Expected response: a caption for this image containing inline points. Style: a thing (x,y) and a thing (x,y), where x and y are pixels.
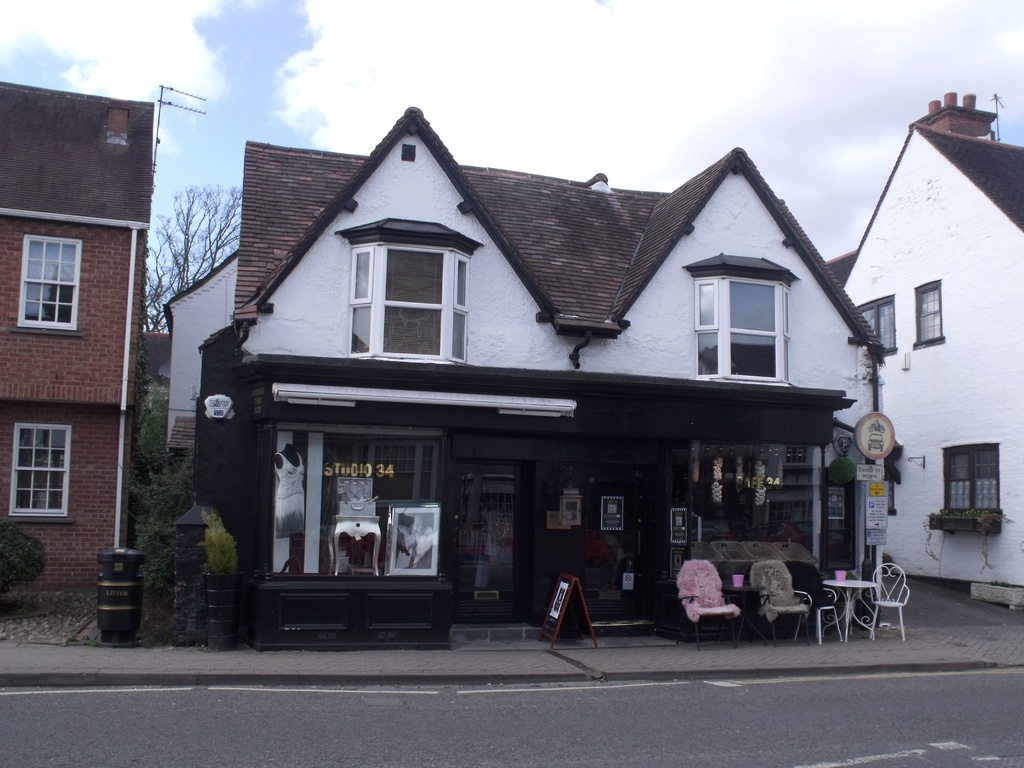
In this picture I can see the sitting chairs (752,561). I can see the table (826,583). I can see the houses (720,506). I can see the boards (869,456). I can see trees (161,471). I can see clouds (605,59) in the sky (549,39).
